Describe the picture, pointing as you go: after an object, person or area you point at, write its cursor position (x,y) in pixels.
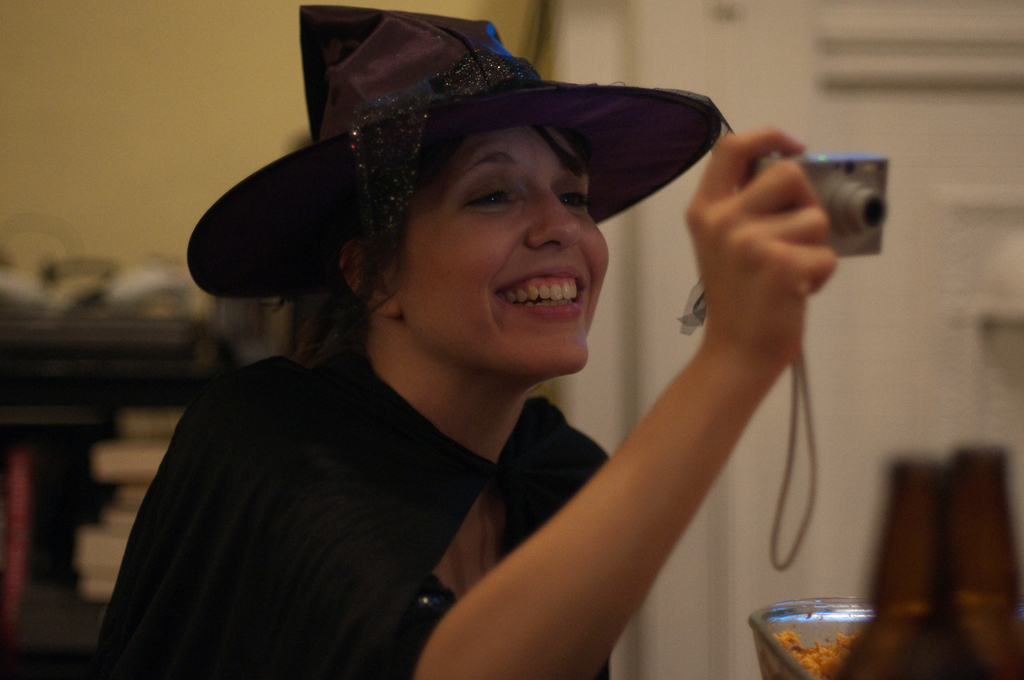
In this picture there is a woman (534,290) smiling and holding a camera (854,246). In the background of the image (219,118) it is blurry. On the right side of the image (974,613) we can see objects (867,623).
